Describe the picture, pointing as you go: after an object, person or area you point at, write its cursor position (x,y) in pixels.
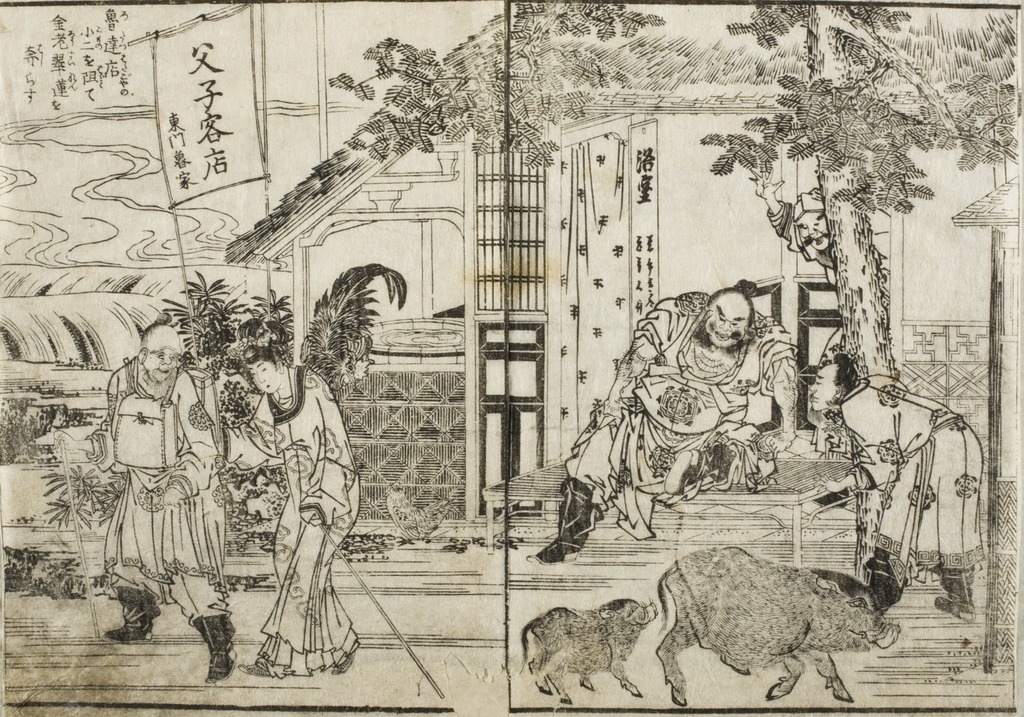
In this image there is an art (424,322) of few people (150,389), animals (767,586), trees (968,83), plants (93,504), house (565,244) and some text (217,131).
